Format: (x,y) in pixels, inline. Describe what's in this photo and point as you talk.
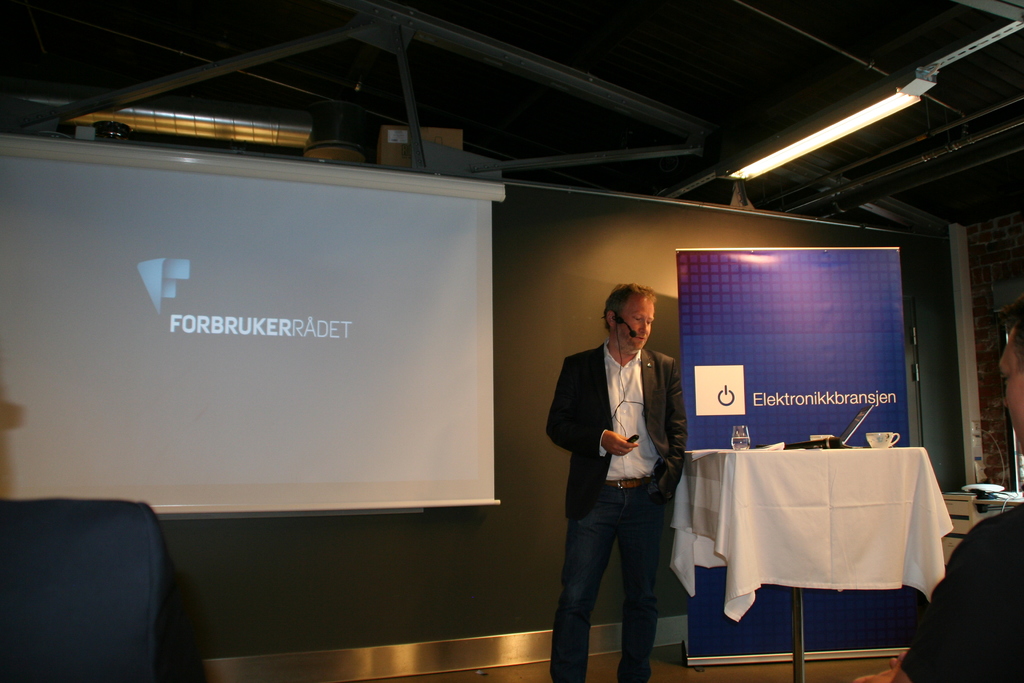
This image consists of a man (626,336) standing and wearing a suit (681,428). On the left (338,427), we can see a projector screen (210,422). At the top (903,95), there is a roof (873,127) along with lights (860,128). On the right (859,318), there is a banner (873,402). And a table (810,480) which is covered with a white cloth (844,548). On which there are cups (873,441) and a glass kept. At the bottom (660,672), there is a floor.
